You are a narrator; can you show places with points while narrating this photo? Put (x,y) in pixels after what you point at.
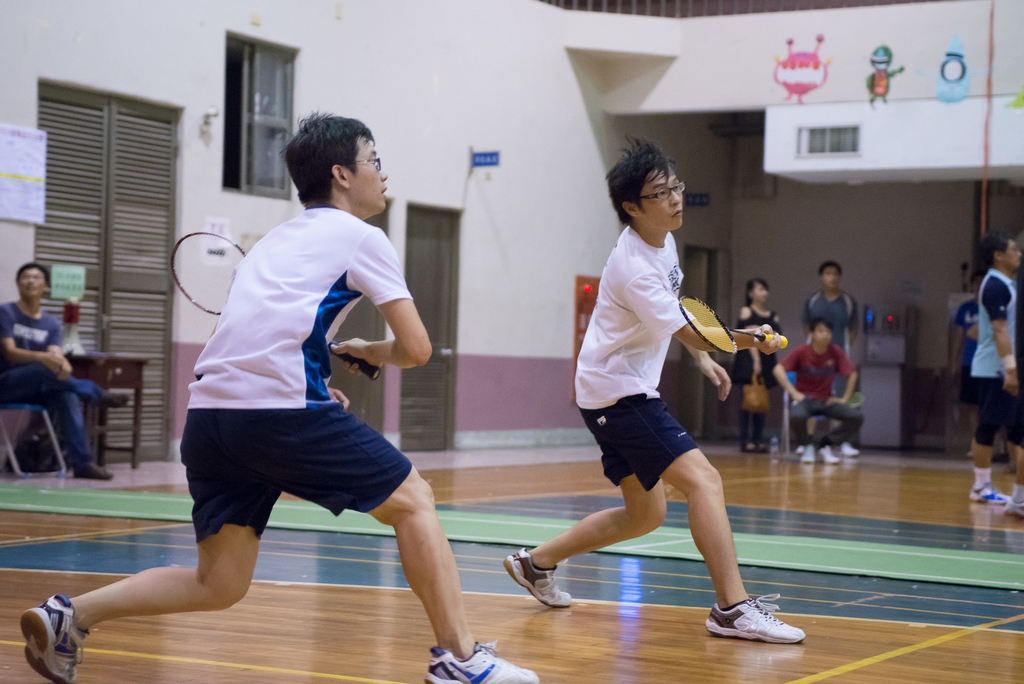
In this image I see 2 men (805,634), who are holding a bat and in the background (178,327) I see the wall (826,164) and few people (40,366) in which 2 of them are sitting and rest of them are standing.
